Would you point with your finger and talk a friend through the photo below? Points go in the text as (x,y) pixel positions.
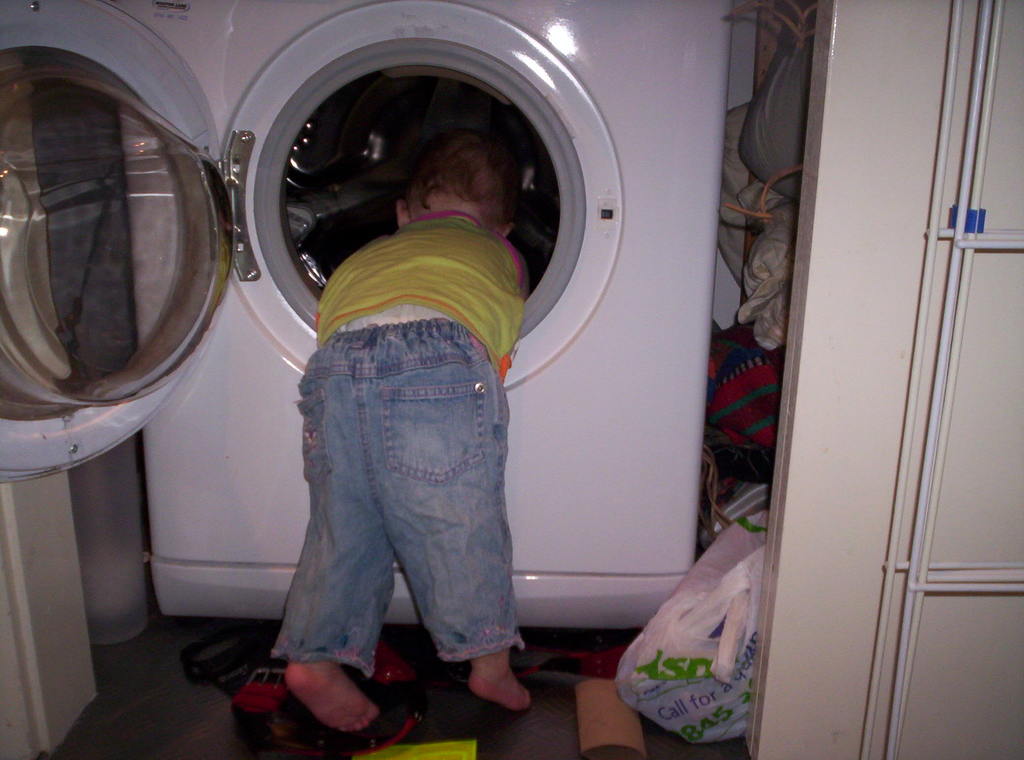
In the center of the image (450,287), we can see a kid (363,506) bending inside the washing machine (415,104) and in the background (771,313), there are clothes (760,292), bags (751,260) and we can see some other objects (403,703) on the floor (193,727) and we can see some pipes (922,523) on the wall (829,552).
